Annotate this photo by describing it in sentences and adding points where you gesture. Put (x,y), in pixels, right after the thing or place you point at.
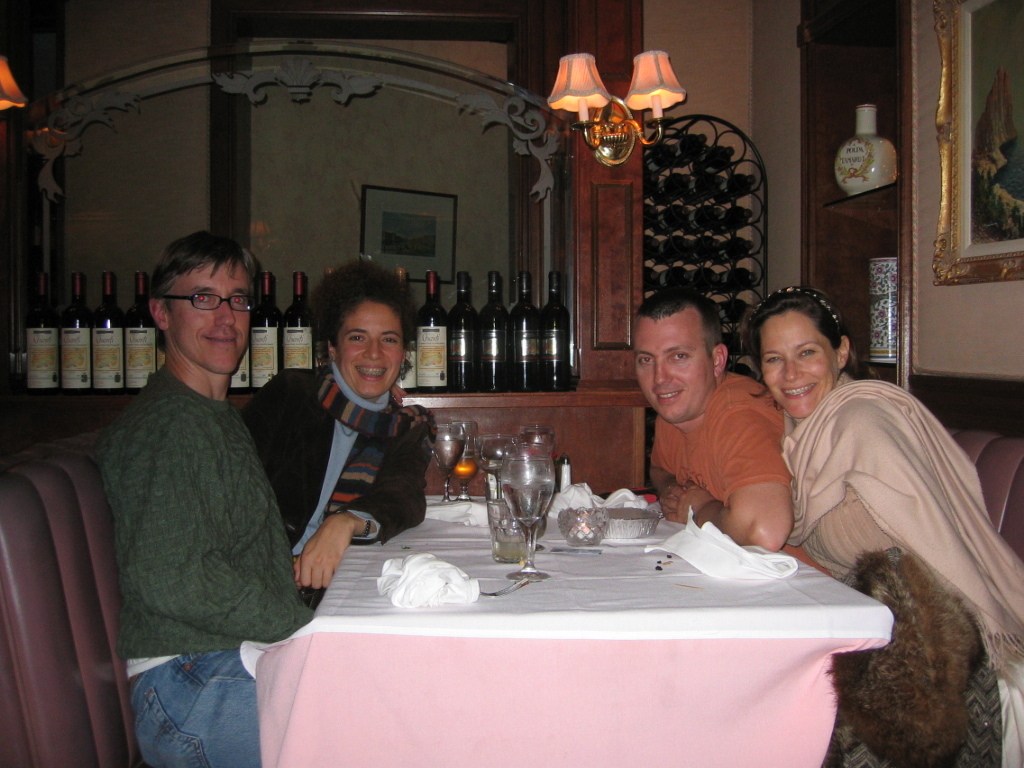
In this picture we can see two men (188,424) and two woman (873,436) sitting on chairs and smiling and in front of them there is table (552,520) and on table (511,496) we can see glass (528,517), bowl (588,527), tissue paper (466,587), spoon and at back of them we can see bottles (483,341) on table (485,396), wall (588,170), light (614,150), racks (871,199), frames (949,59).
